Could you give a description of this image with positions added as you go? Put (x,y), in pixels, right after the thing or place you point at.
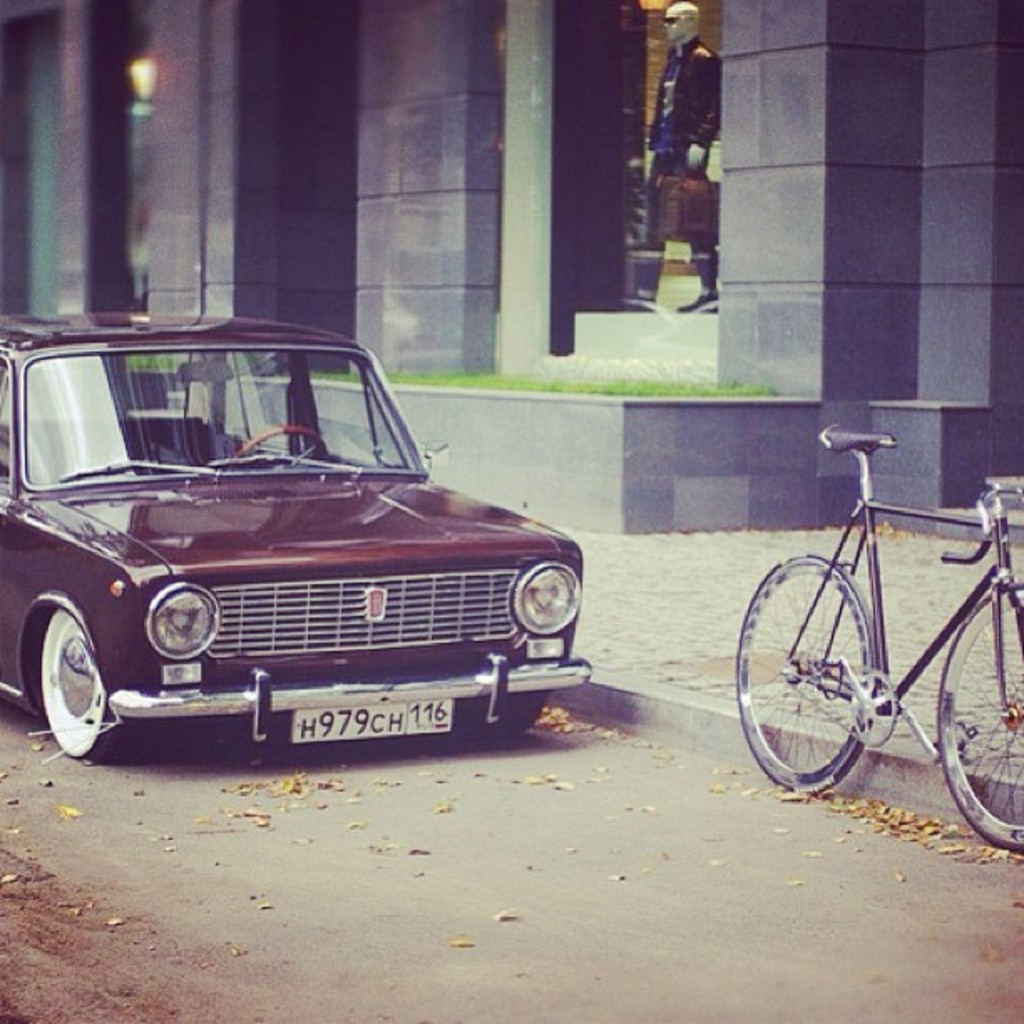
On the left side (161,658) there is a car (183,660) in dark red color. On the right side (918,745) there is a cycle (877,646) on the road (690,842). There is a building (629,119) in this, there is a doll of a man (686,152) in the showcase (621,129).
